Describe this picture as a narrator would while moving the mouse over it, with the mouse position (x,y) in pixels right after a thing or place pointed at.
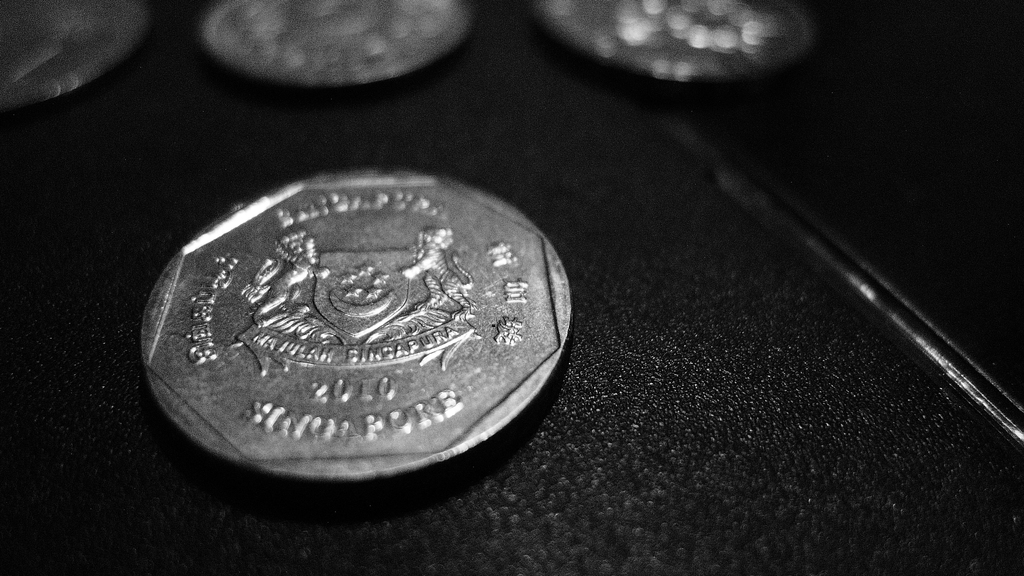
On this black surface (832,351) we can see coins (474,245). This is carved coin (369,304).
